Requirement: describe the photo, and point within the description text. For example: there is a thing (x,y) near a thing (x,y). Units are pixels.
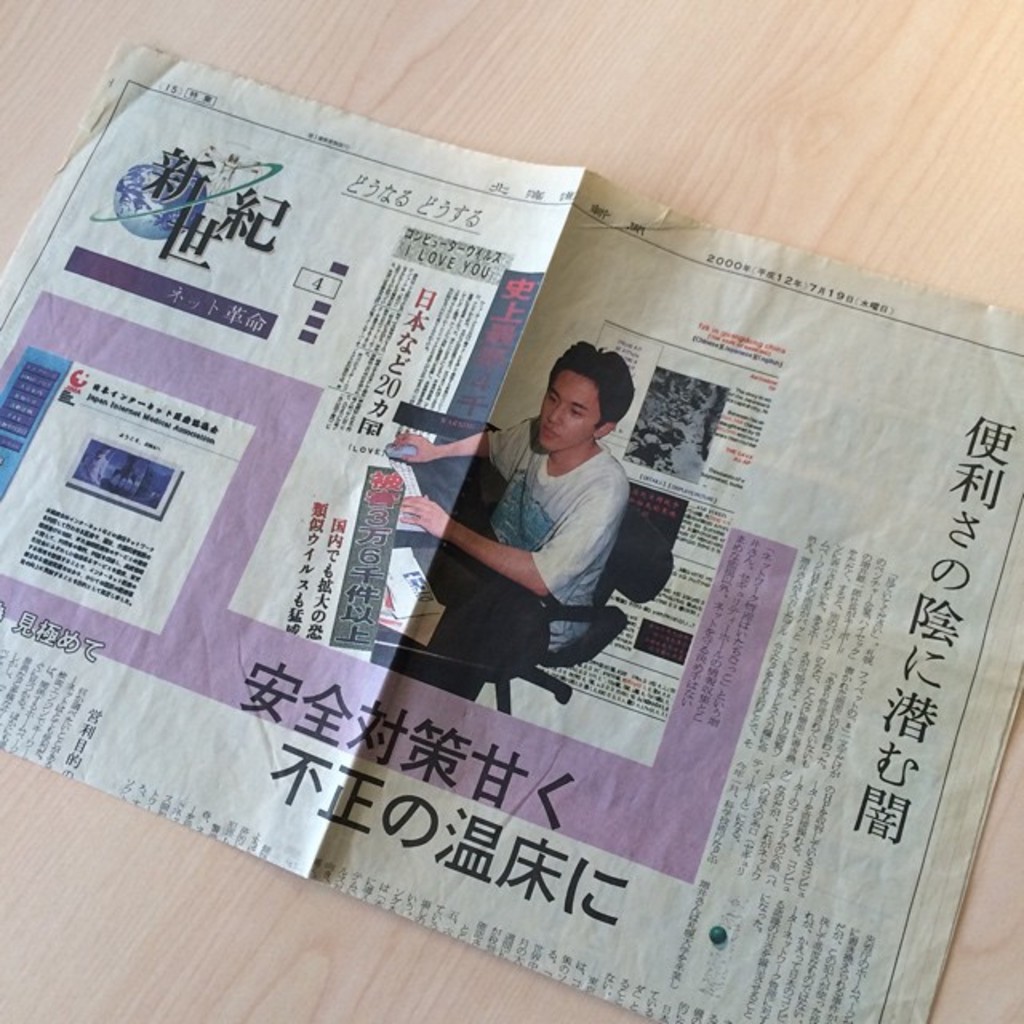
In this image we can see a newspaper (318,538) on the table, there we can see a person's picture (522,513) who is sitting on a chair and holding the mouse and some text (357,619) in the newspaper (488,430).
